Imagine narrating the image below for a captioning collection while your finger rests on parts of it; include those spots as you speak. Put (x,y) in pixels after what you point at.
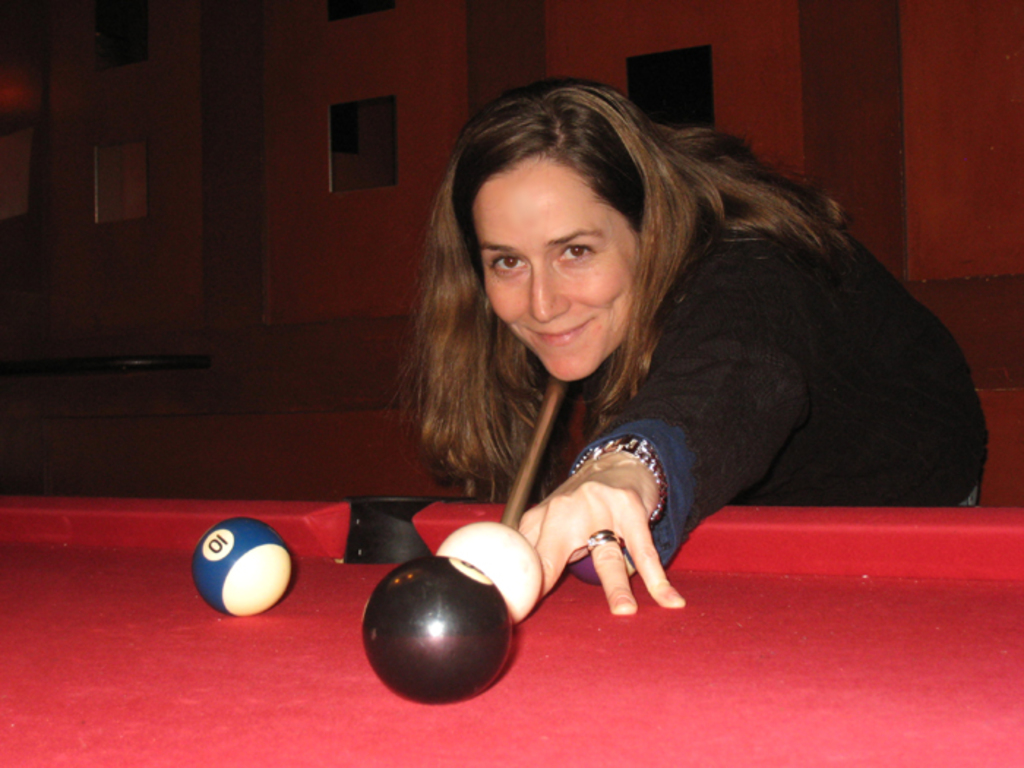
In this image in the front (346,682) there is a table (584,718) and on the table (707,716) there are balls (377,602). In the background (724,419) there is a woman (755,398) standing and smiling and holding a stick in her hand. There is wall (450,120) in the background (450,120).
